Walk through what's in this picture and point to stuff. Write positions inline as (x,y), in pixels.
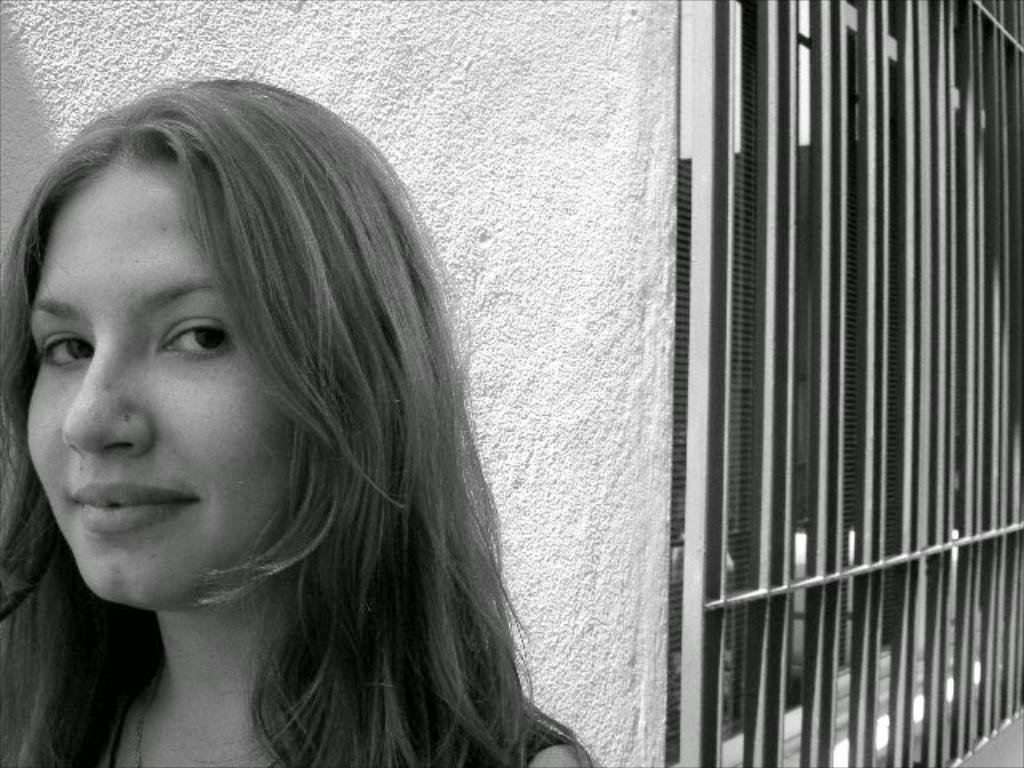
Girl (253,246) with long hair (342,301) looking forward and smiling.
